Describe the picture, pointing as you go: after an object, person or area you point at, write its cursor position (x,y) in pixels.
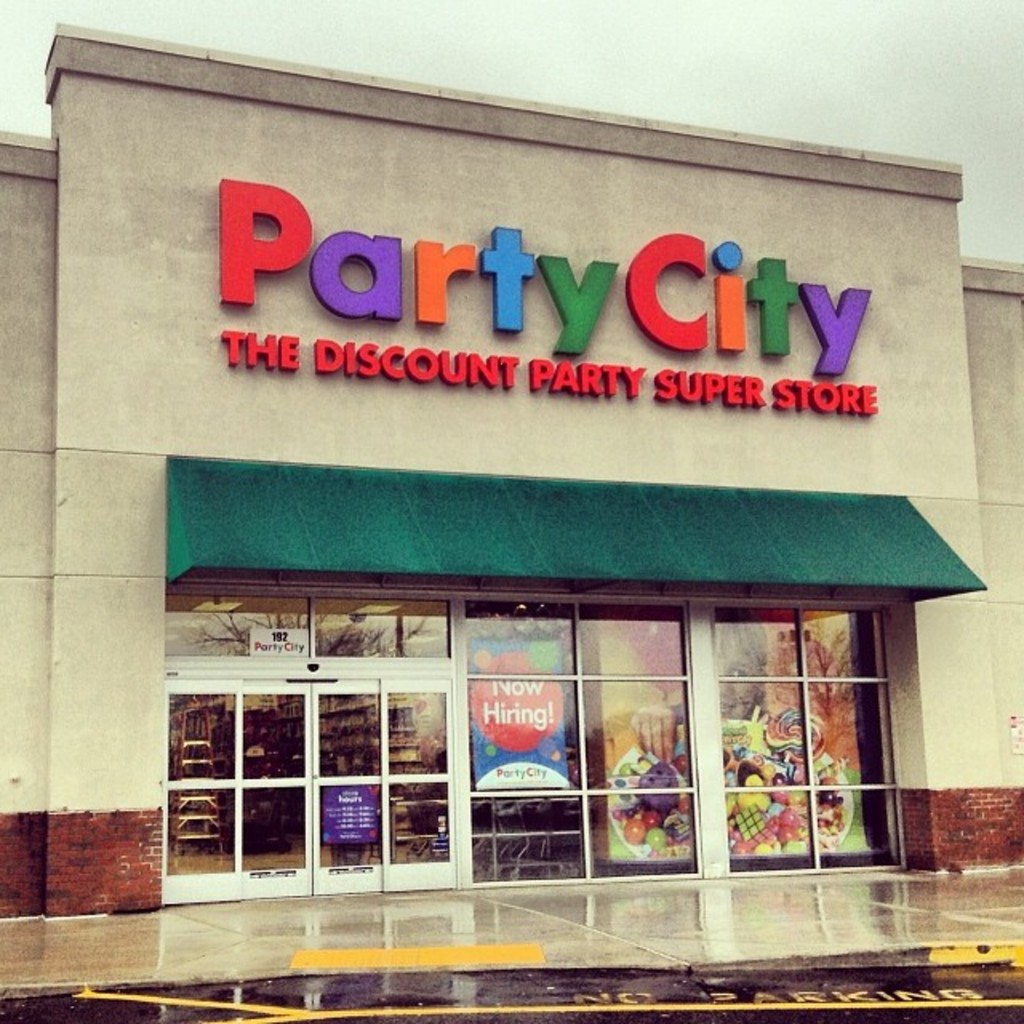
In the picture I can see the building (844,848). I can see the glass windows (502,726) and glass doors (337,737) at the bottom of the image (627,737). There are clouds (825,113) in the sky (882,139).
